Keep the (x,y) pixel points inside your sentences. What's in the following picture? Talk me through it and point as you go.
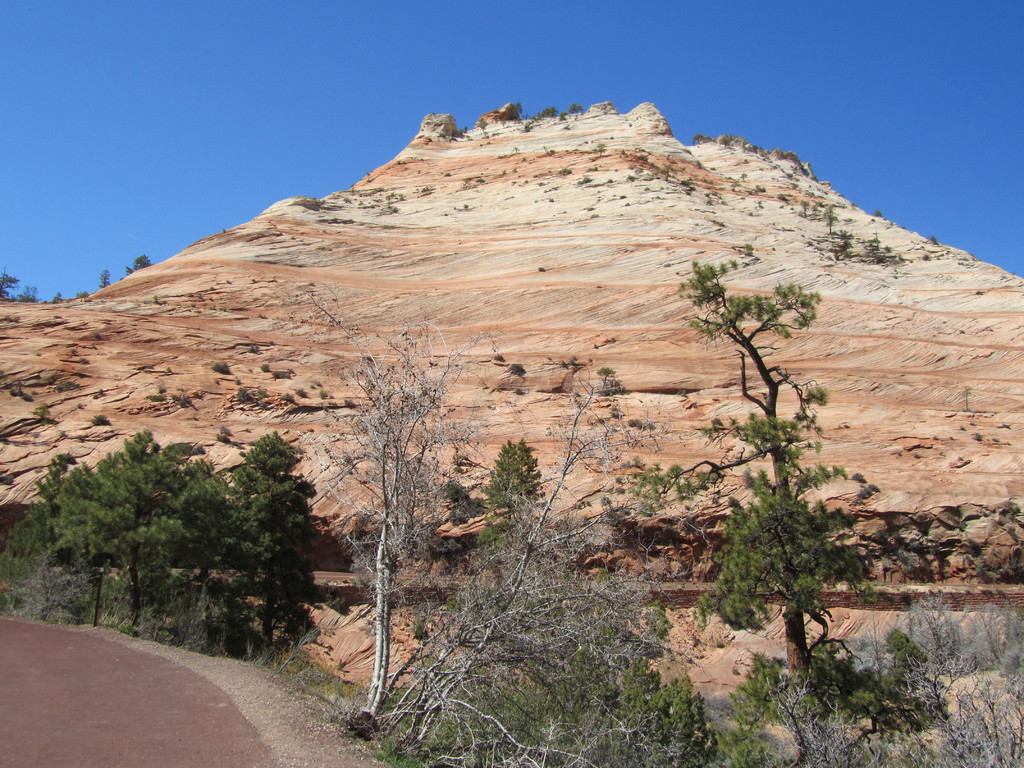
This picture is clicked outside. In the foreground (129,635) we can see the plants (789,719) and the ground (226,676). In the background (317,85) we can see the sky (257,102), hill (248,400) and some other items (353,575).
